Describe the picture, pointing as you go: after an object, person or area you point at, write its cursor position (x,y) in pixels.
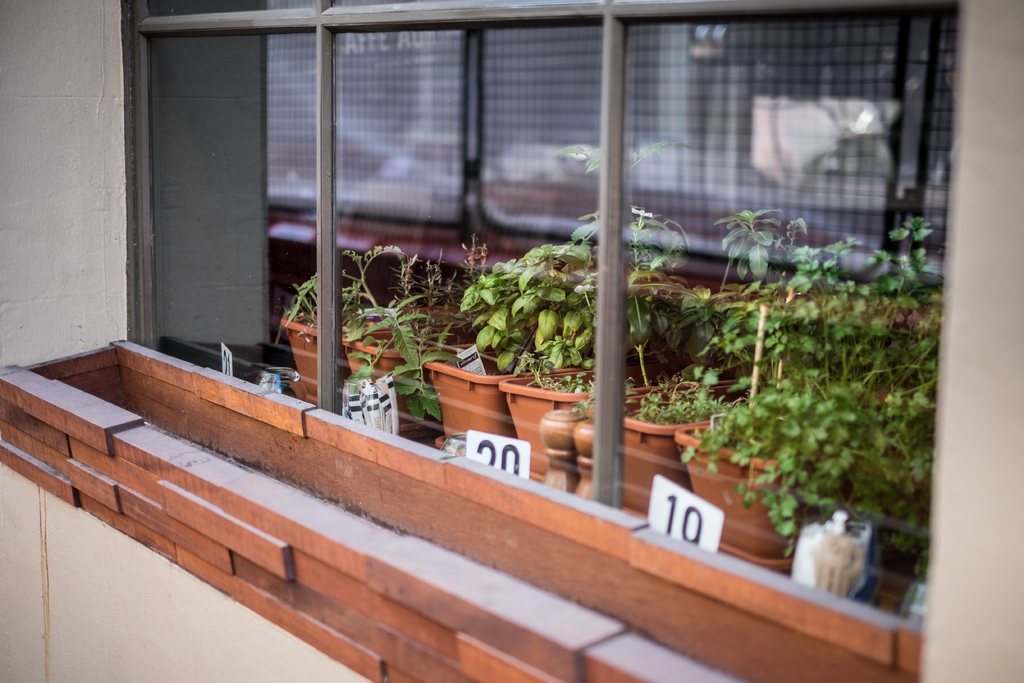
In this picture we can see few flower pots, plants (647,292) and metal rods (327,275).
